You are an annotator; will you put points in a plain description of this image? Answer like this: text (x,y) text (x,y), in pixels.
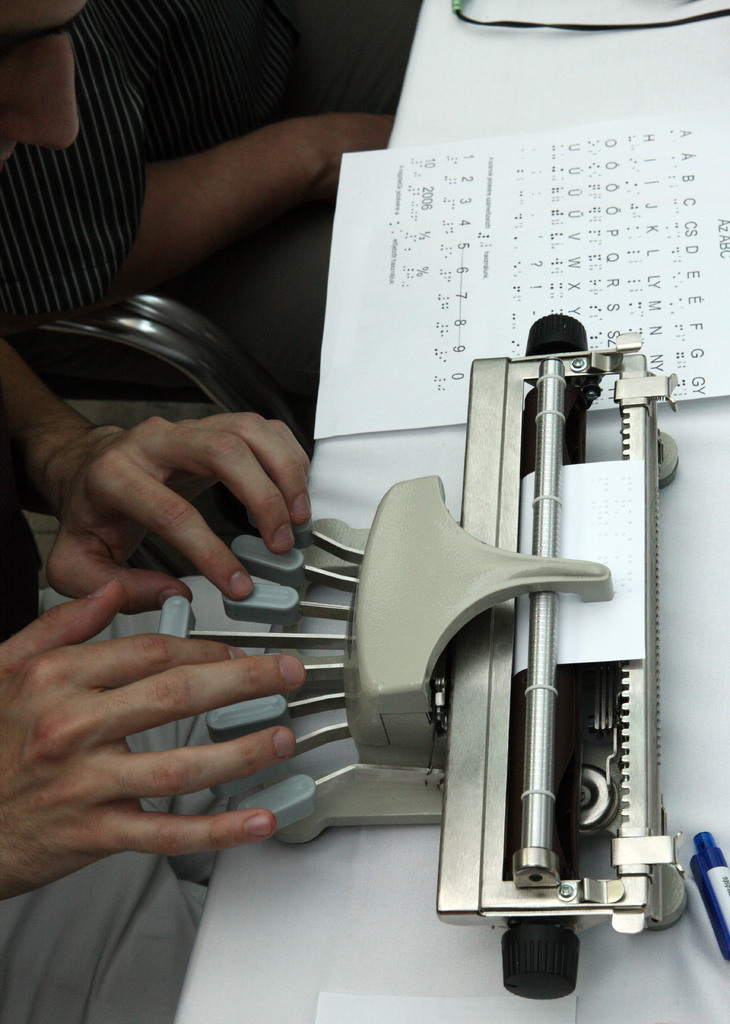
In this image there is a table (414,969) and we can see a typing machine (458,898), paper (687,270) and a pen (724,916) placed on the table (719,538). On the left (131,555) there are people (154,577) sitting. The man (74,476) sitting in the front (153,461) is typing.
